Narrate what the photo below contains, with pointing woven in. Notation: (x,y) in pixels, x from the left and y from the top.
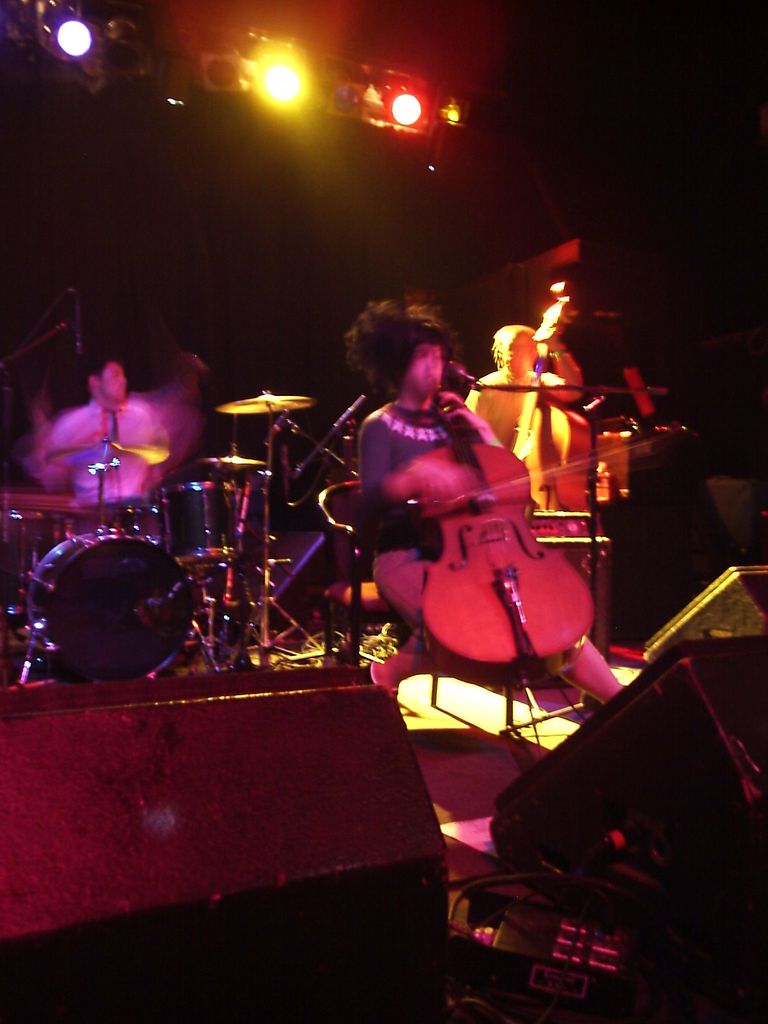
This is the picture of some people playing some musical instruments (202,593) which are in front of them and there are some speakers (629,790) and lights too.
